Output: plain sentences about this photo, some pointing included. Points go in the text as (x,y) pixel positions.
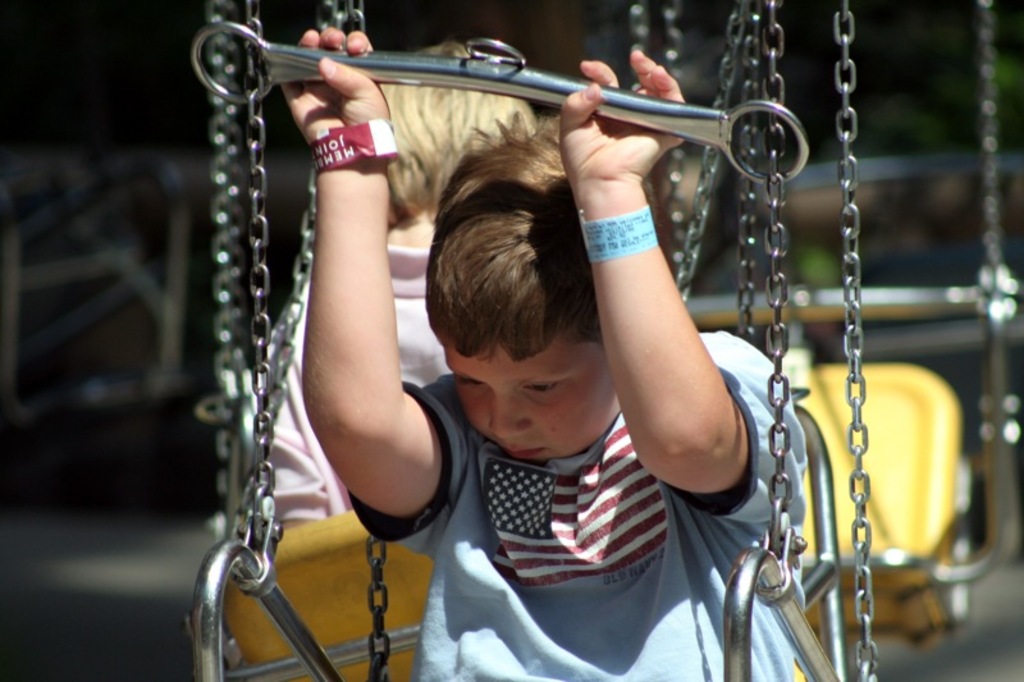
In this image there are two boys (375,496) sitting on the swings (725,581). Behind them there is another swing (908,421). The background (922,98) is blurry.
